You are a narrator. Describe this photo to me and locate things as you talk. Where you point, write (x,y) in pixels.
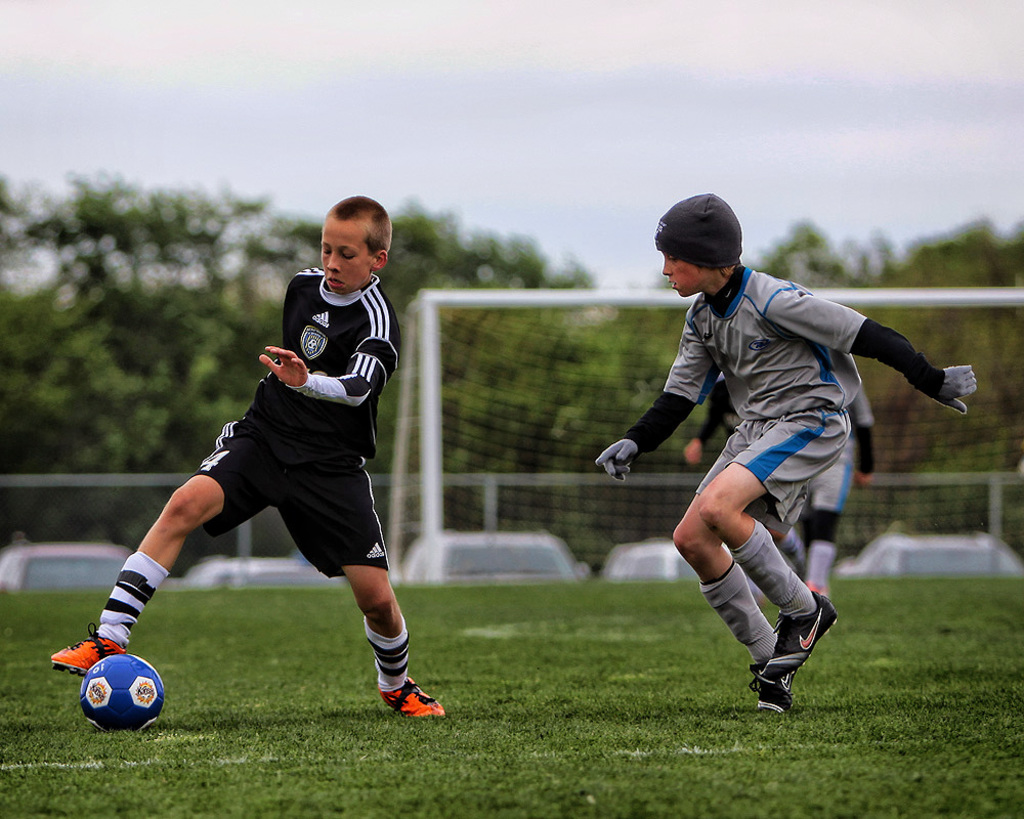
In the given image we can see there are three boys (615,444) playing. This is a ball (124,678), grass (182,731), court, vehicle (630,574), trees (150,340) and sky (283,96).
